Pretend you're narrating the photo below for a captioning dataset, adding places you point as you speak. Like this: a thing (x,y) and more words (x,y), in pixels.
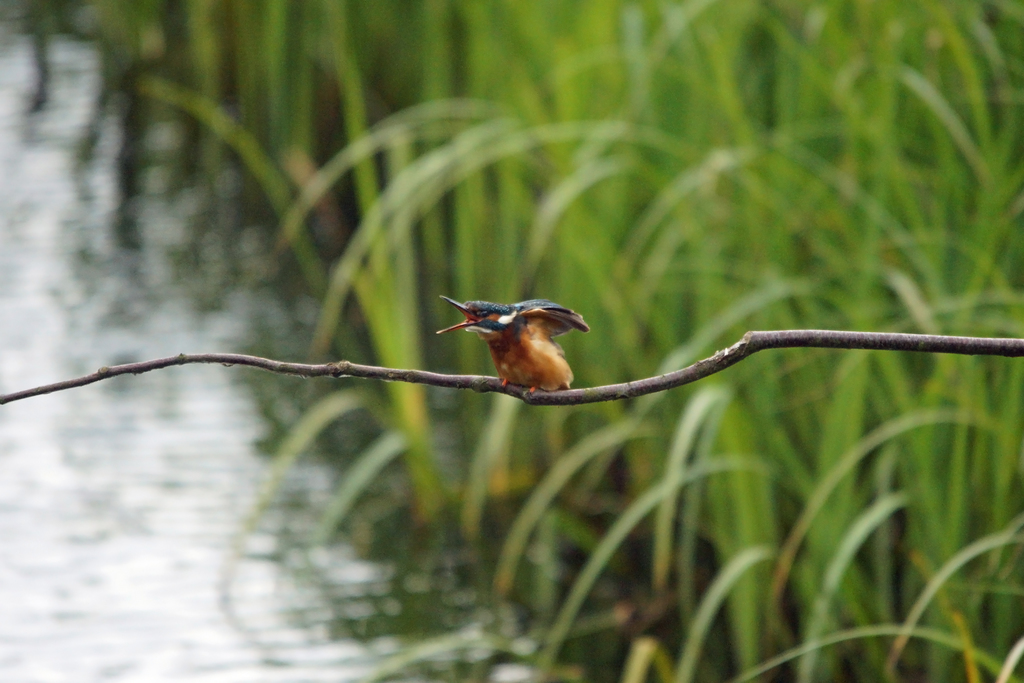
This image is taken outdoors. On the left side of the image (220,617) there is a pond (206,536) with water (114,333). On the right side of the image (966,276) there is grass (543,450) on the ground (733,435). In the middle of the image (488,337) there is a bird (531,331) on the stem (996,347).
